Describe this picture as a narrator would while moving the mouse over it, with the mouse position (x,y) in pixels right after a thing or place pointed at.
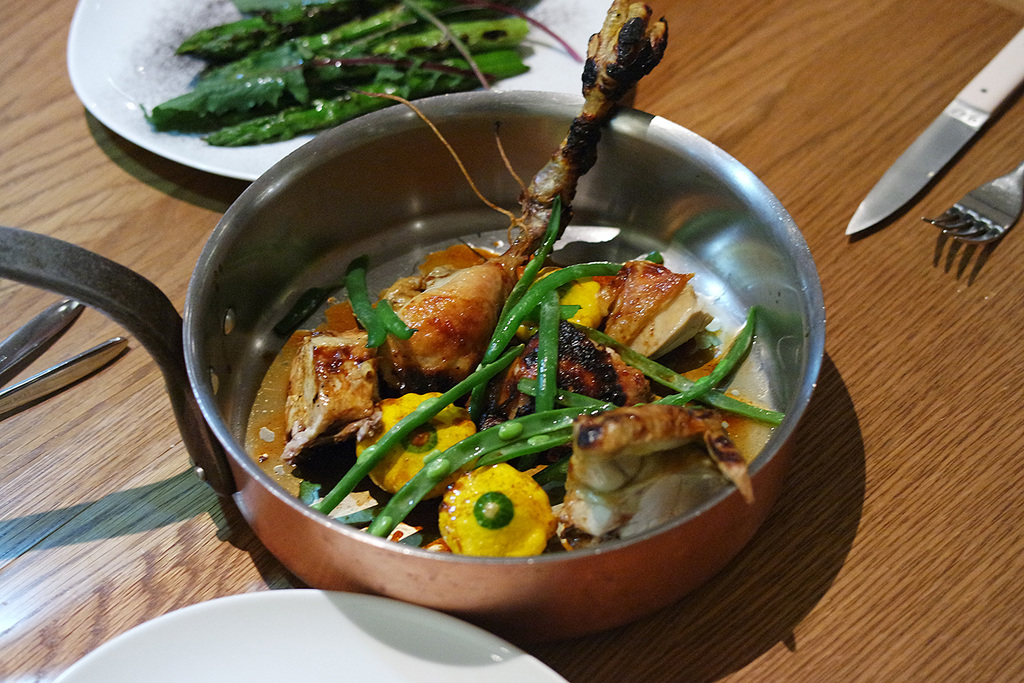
In the center of this picture (349,282) we can see a utensil (238,446) and a white color platter (123,15) containing some food items (362,387) are placed on the top of the wooden table (92,180) and we can see a knife (994,81), fork (995,219) and some other objects (374,643) are placed on the top of the wooden table (898,429).
